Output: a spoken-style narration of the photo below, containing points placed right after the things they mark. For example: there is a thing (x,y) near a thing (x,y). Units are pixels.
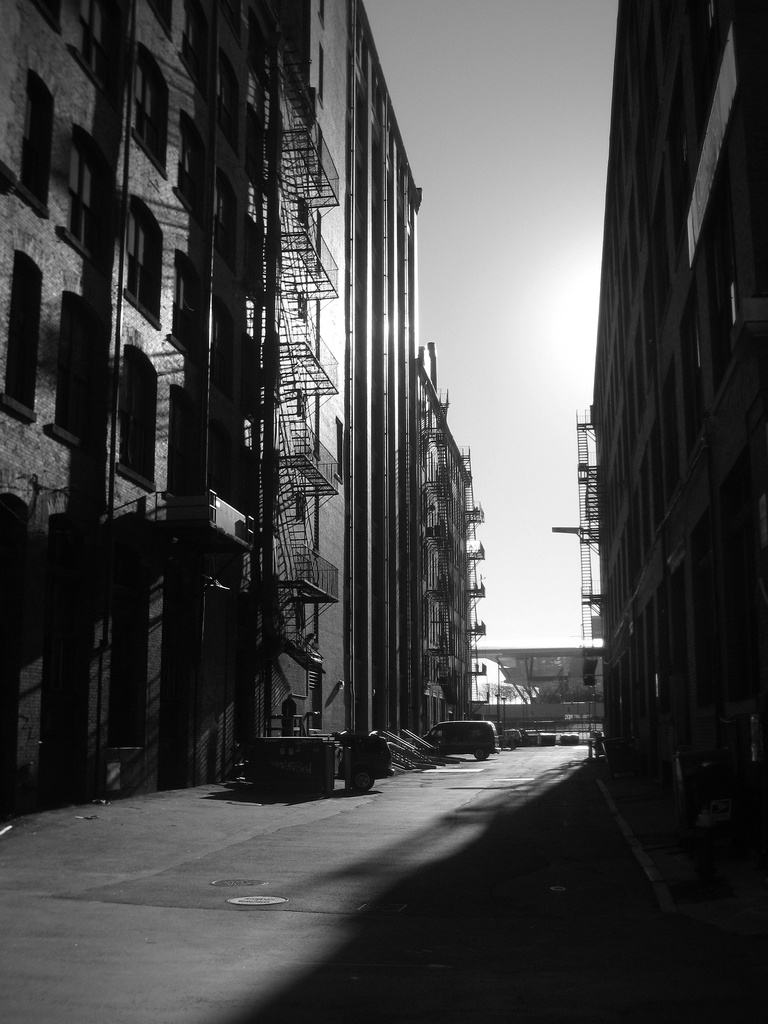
Here in this picture we can see vehicles (436,742) present on the road (201,943) and beside that on either side we can see buildings (325,499) with number of windows (192,340) present and we can also see iron stair cases (304,458) present outside the building (265,565) and in the middle (501,666) we can see a bridge (529,664) present and we can see the sky (515,369) is clear.
